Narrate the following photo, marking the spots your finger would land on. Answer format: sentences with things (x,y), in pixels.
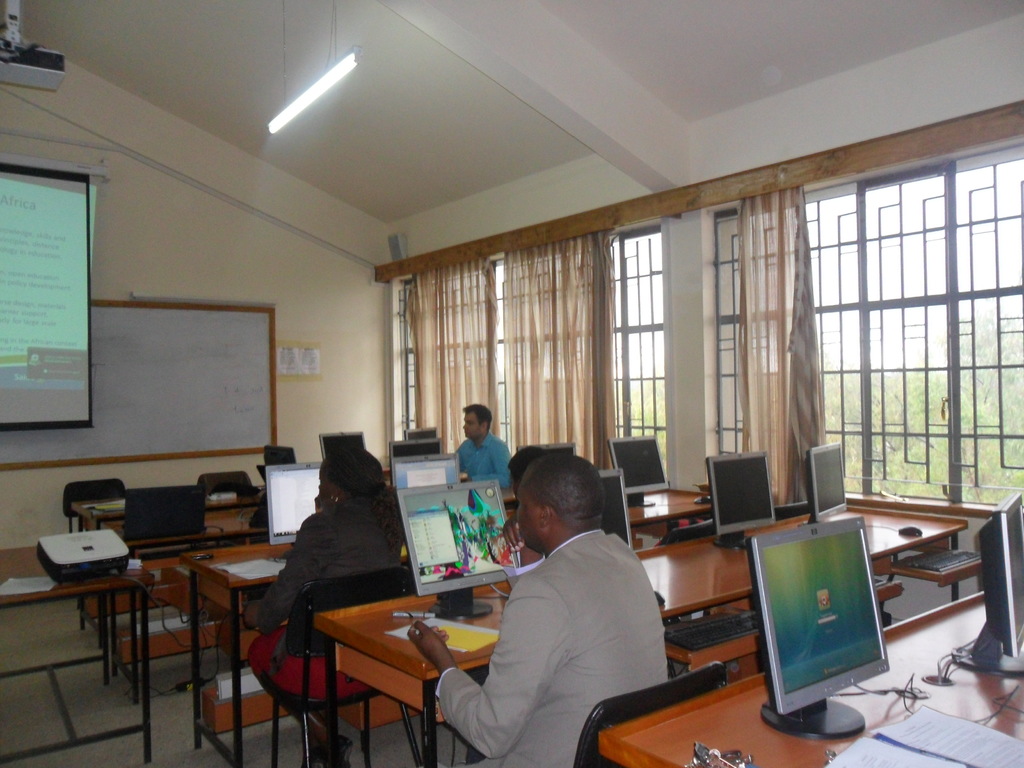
This image is taken inside a room (705,398), there are four people (553,574) in this room (367,483), sitting on the chairs (402,583) and there are many benches (768,766) and on top of that there are many monitor screens (872,606) on them. At the bottom of the image (18,714) there is a floor (167,733). In the left side of the image (147,600) there is a table (13,675) and on top of that there is a projector (80,561). In the background (16,284) there is a projector screen (45,291) and a board (146,383) on the wall (339,386) and a window (860,317) with curtains (774,335). At the top of the image (555,117) there is a ceiling (373,102) with light (341,69).
